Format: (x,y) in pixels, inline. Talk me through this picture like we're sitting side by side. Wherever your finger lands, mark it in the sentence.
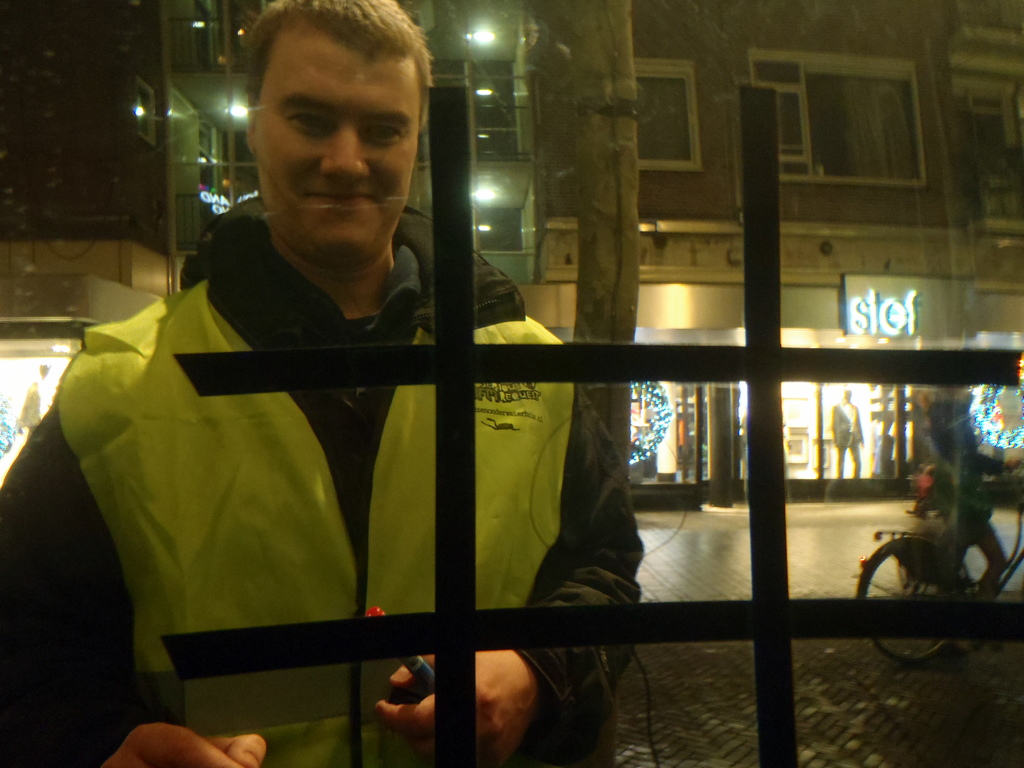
In this image I can see a person (303,273) standing and wearing a jacket (403,416). Back I can see few buildings (716,145), windows (837,131), few stores (707,458), lights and bicycle (940,543) on the road (873,545).
